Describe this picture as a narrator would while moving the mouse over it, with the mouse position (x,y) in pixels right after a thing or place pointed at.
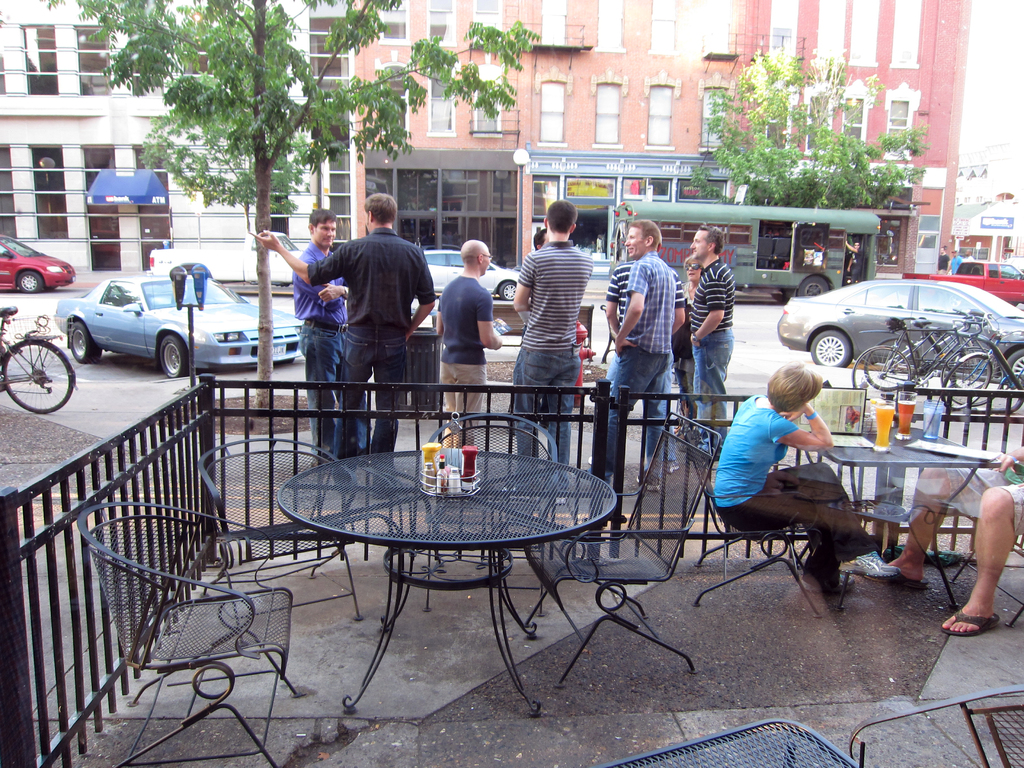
A couple (788,405) are sitting at a table (916,440) in a restaurant (663,545). There are some men (668,388) standing beside the restaurant (266,531). There are some cars (228,346) and vehicles (221,303) passing on the road (764,304). There is a building (861,119) and trees (317,87) in the background (323,77).
